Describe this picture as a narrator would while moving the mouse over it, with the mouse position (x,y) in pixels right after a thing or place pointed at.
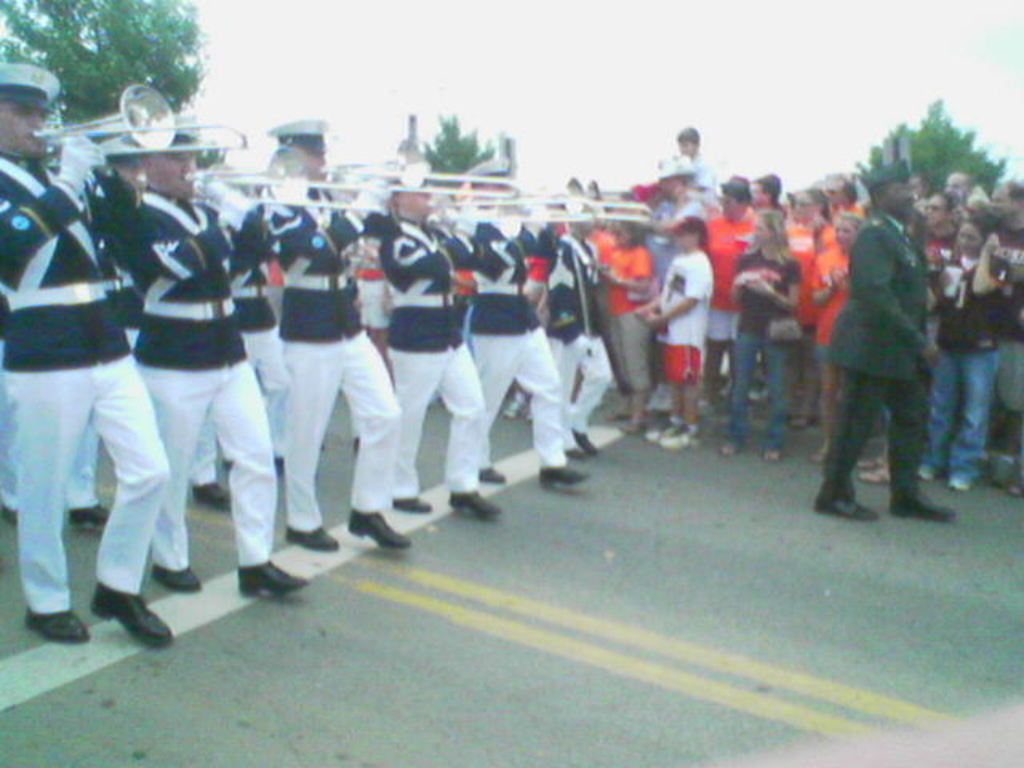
In this image I can see there are few persons (290,234) holding musical instruments (142,101) walking on road (711,594) and I can see there are crowd of people (732,189) visible in the middle (660,256) and at the top (474,65) I can see the sky (404,65) and trees (86,75).
